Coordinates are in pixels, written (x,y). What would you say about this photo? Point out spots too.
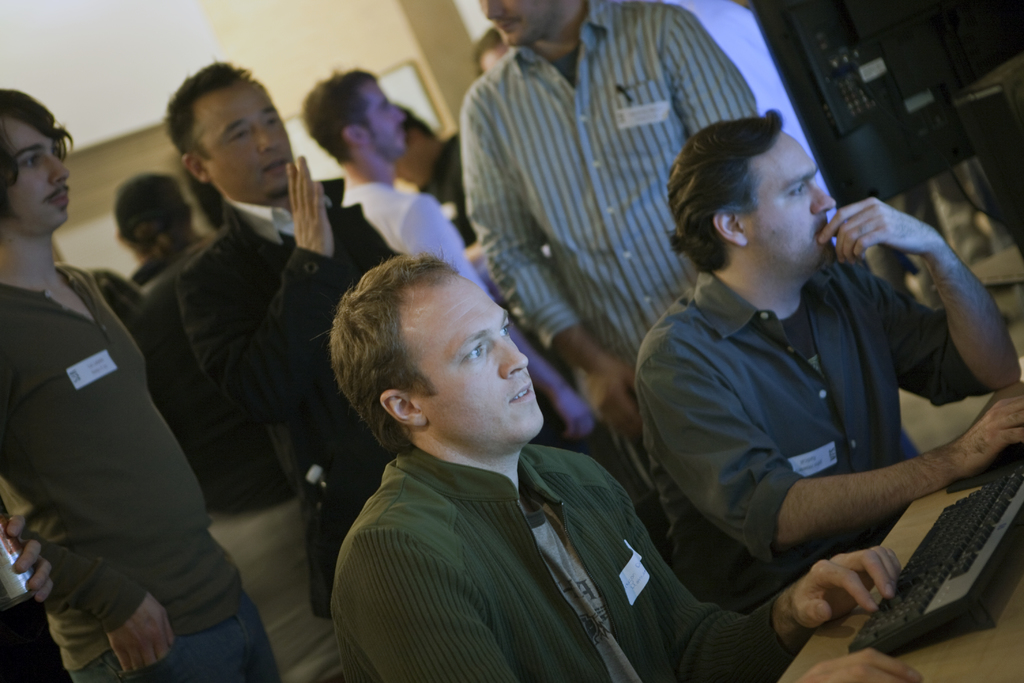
Here I can see two men (770,510) are sitting in front of the table (999,656). On the table (981,654) I can see a keyboard (976,518). Both are looking at the right side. At the back of these people (495,364) few people (447,244) are standing. In the background (272,77) I can see the wall (118,54).
